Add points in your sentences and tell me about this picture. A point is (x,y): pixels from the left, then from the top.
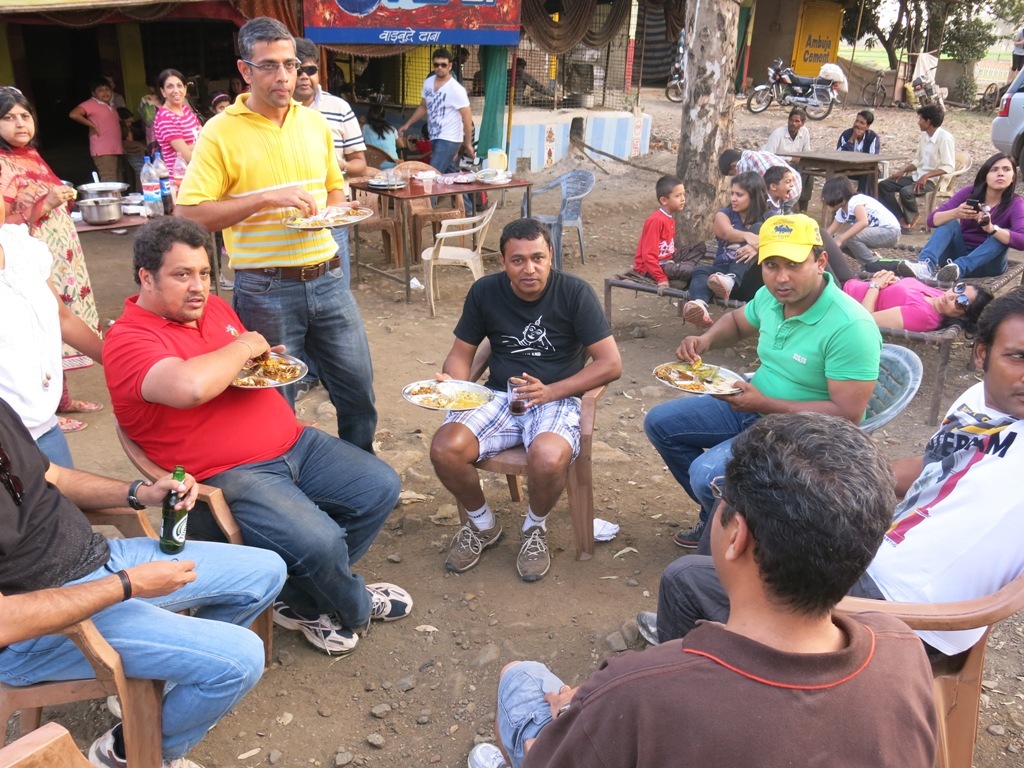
In this picture there is a group of persons (983,510) were sitting on the chair (132,728) and they are eating the food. On the right (741,157) I can see some children (874,212) and women (835,248) were sitting and lying on the bed (944,284). In the back (94,127) I can see many people (308,113) were standing in front of the store (373,83). On the table (443,186) I can see water glass (399,176), plates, water bottles (154,175). coke bottles (165,198), covers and other objects (115,198). On the top right corner (779,84) I can see the bikes (763,93) and bicycle (876,90) which are parked near to the gate (820,48) and fencing (864,76). Beside that I can see the grass (858,50) and trees (975,47). In the background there is a sky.
